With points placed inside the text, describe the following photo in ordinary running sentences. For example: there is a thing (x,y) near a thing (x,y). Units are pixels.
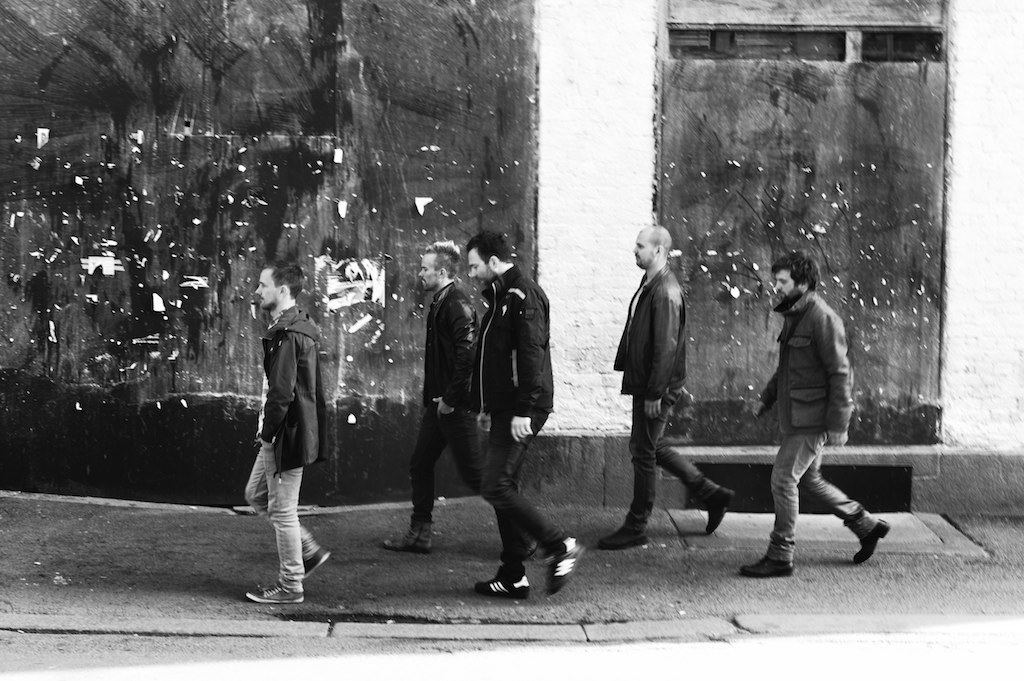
It is a black and white image. In this image people (800,367) are walking on the road (80,569). At the back side (402,234) there is a wall (411,98).
